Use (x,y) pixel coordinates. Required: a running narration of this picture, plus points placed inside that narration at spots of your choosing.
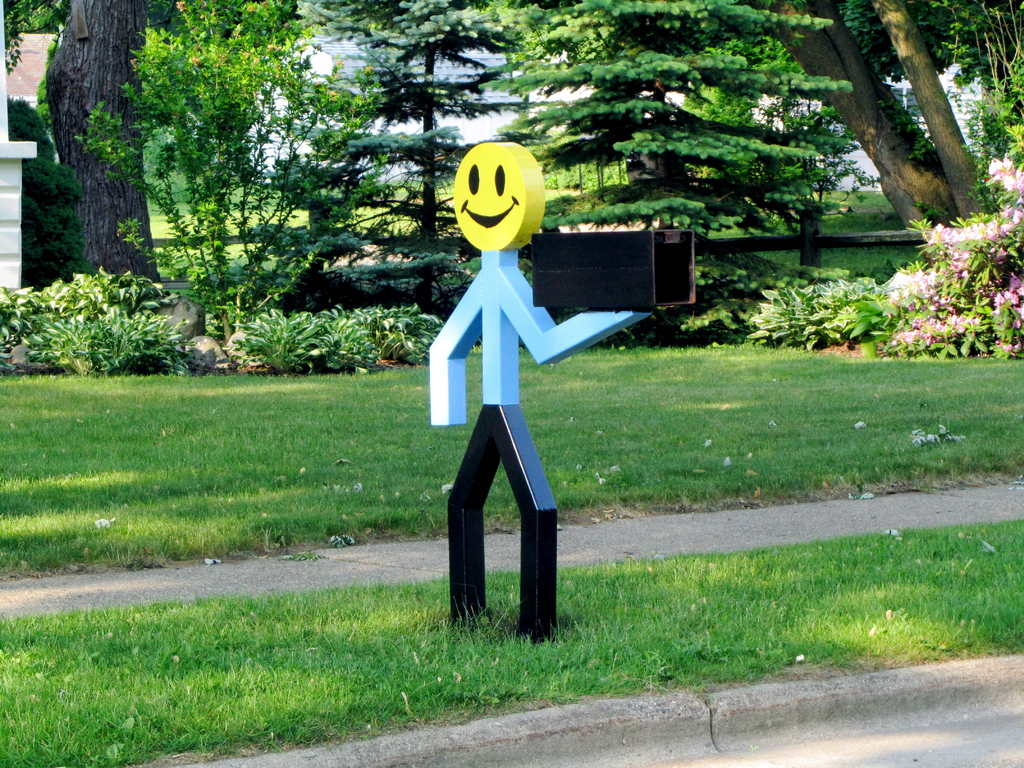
In this image I see a statue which is kind of a human (465,507) and it has a smiley face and it is on the grass (750,434). In the background (438,160) there are lot of plants (256,242) and trees (33,19).
